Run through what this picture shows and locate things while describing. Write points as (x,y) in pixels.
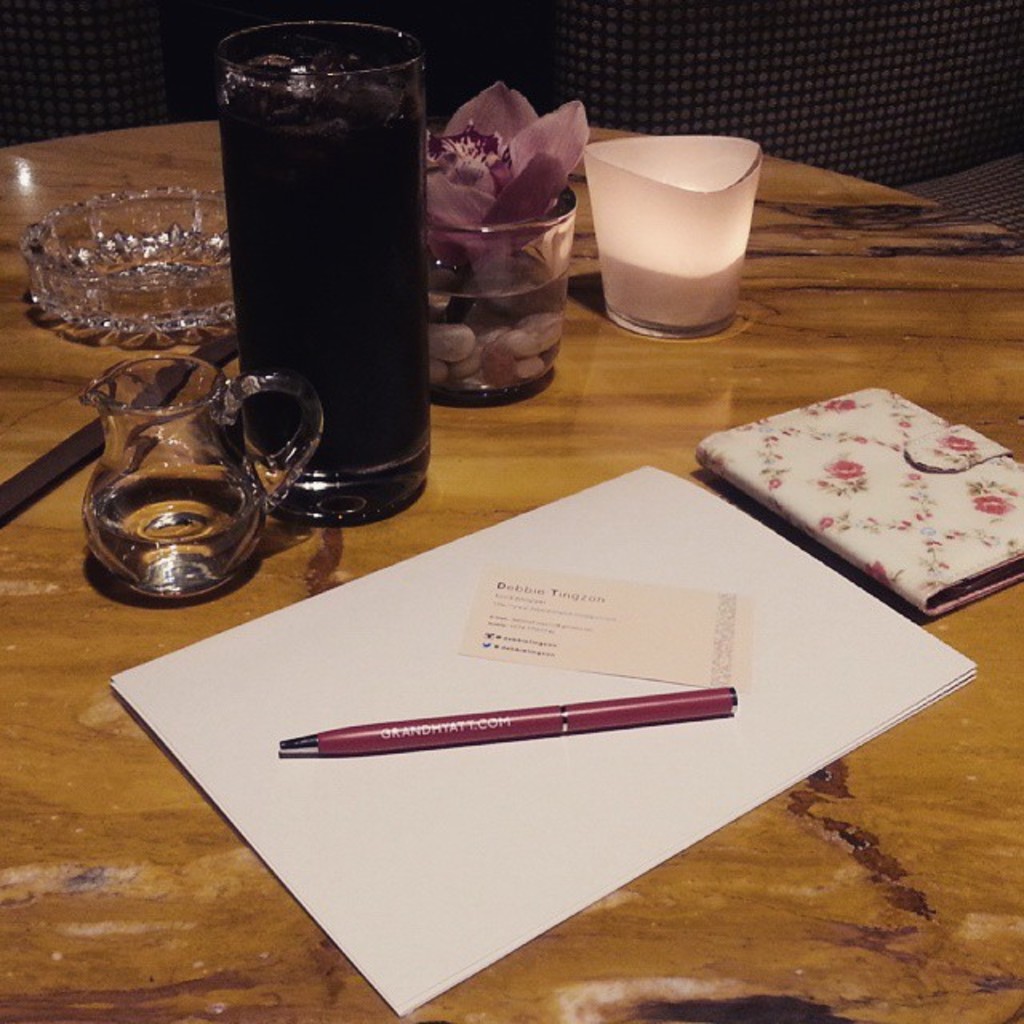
At the bottom of the image (241,923) there is a table (165,907) with a wallet (913,481), a few papers (760,681), a pen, a card (549,629) with a text (590,612) on it, a glass of juice (363,425), a jug (152,488) with water (123,490), a bowl (101,304) and a few things (661,211) on it. In the background (713,66) there are two chairs (731,118).
